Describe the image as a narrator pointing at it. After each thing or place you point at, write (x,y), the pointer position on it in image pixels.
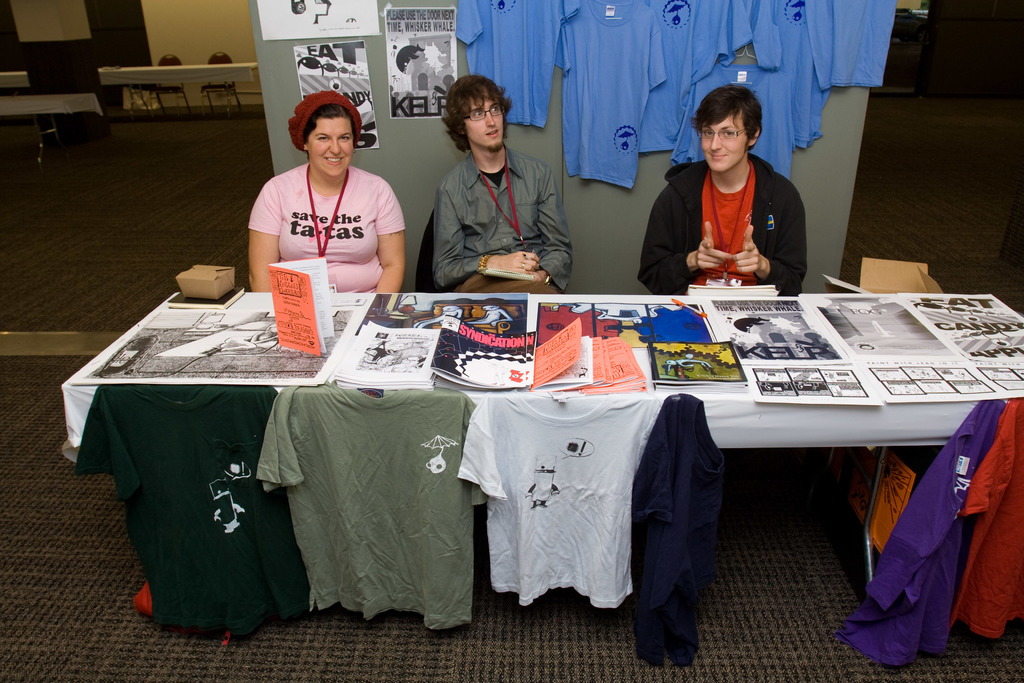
In this picture there are three people (558,256) who are sitting on the chair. There are two men (557,219) and a woman (362,240). There are some t shirts (394,559) that are displayed on the table (707,408). There is a book (509,336). There are many books (598,338) on the table (642,300). There are many blue t shirts (648,54) are hanged. There is a poster (324,61) on the wall (288,80). There is a table (208,72) and a chair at the background (190,110). There is a box (199,280) on the table (700,395).
